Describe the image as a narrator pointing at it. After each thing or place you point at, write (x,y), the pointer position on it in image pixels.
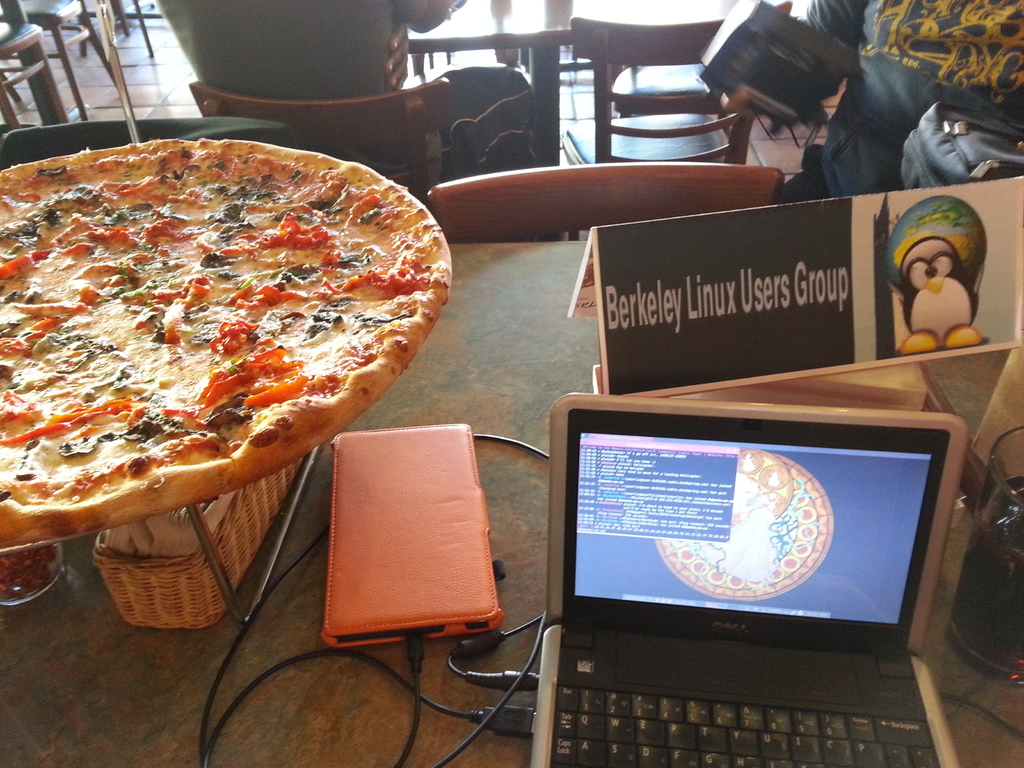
On the table (466,660) to the right side (769,484) there is a laptop (656,664) and a phone (456,609) connected with wires (413,672). On the left side (97,300) there is a pizza (319,347), under the pizza (26,473) there is a basket (157,581). On the top right corner (949,53) there is a man (896,99). In the background (274,39) there is a man (271,59) sitting on the chair (366,114).
